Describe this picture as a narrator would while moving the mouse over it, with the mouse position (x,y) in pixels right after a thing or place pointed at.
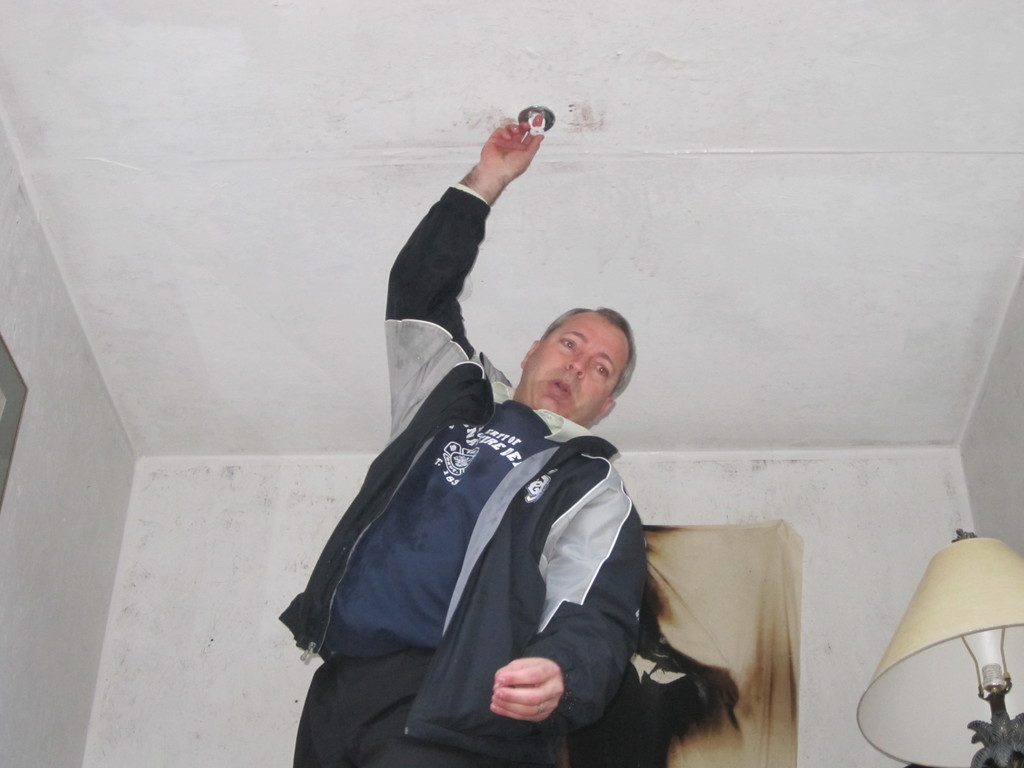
In this image we can see a person (555,656) holding an object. There is a lamp (958,687) at the right side of the image (952,682). There is an object (14,403) at the left of the image (17,414). We can see the walls (68,500) in the image. There is an object (733,660) on the wall (129,716).
